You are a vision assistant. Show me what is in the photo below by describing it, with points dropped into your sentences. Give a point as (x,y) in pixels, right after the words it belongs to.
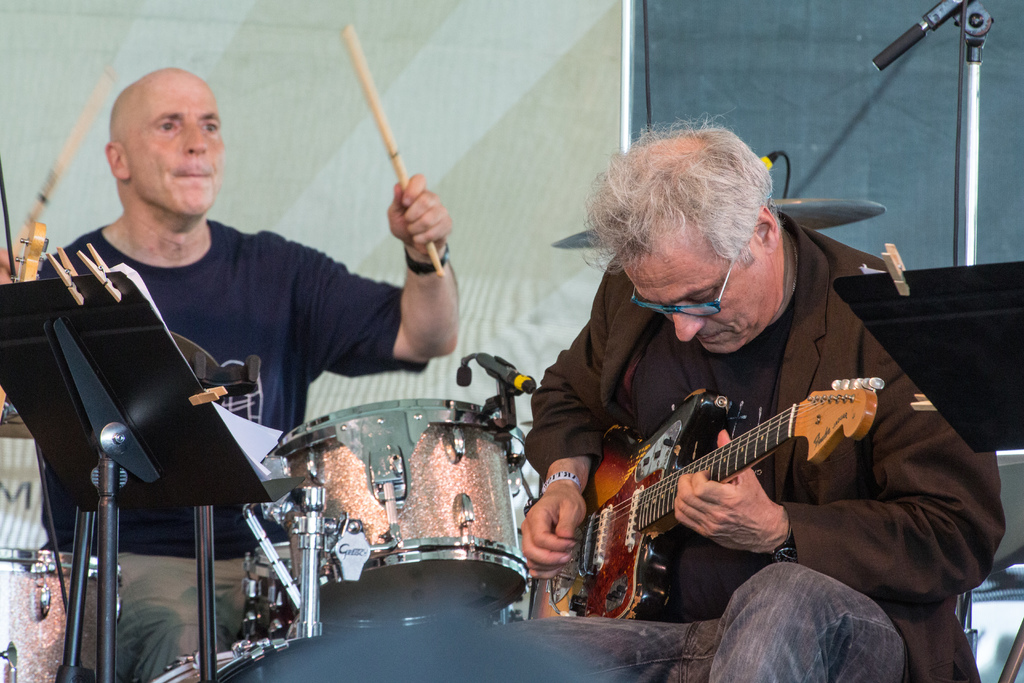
In this image there are two persons (430,326) sitting and playing musical instruments (470,426), which is in front of them. In the background (340,66) there is a wall (722,61) and there is a stand (972,256).
